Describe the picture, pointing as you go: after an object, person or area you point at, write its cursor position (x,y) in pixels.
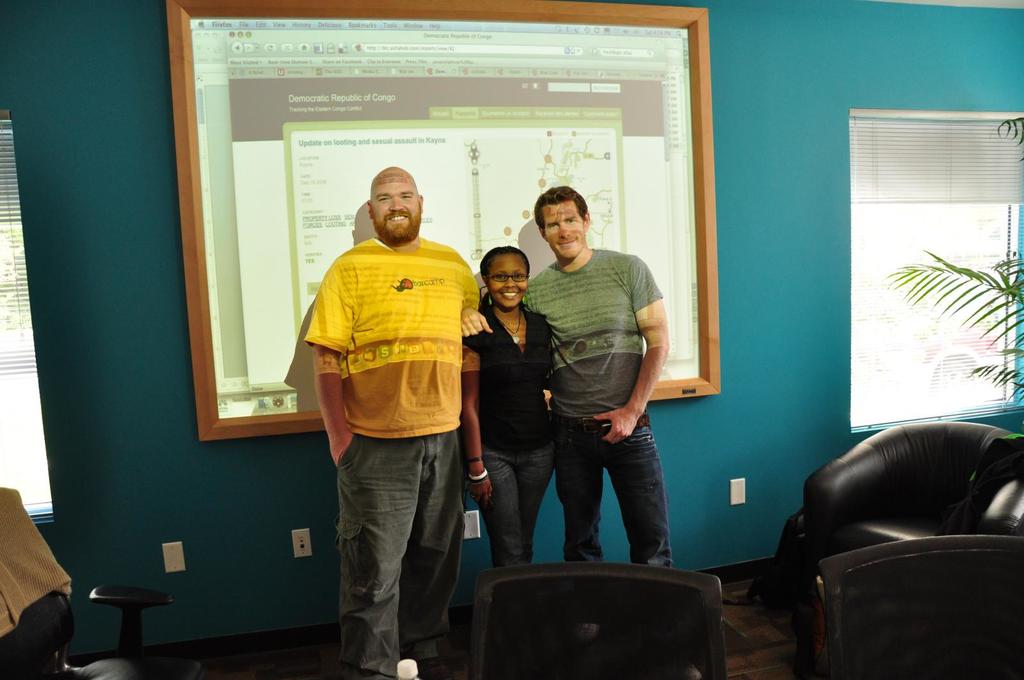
There are three people (648,438) standing and smiling and we can see chairs (927,488), floor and plant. In the background (272,15) we can see screen (362,202), windows (3,433), window blinds (907,149) and wall (121,178).
